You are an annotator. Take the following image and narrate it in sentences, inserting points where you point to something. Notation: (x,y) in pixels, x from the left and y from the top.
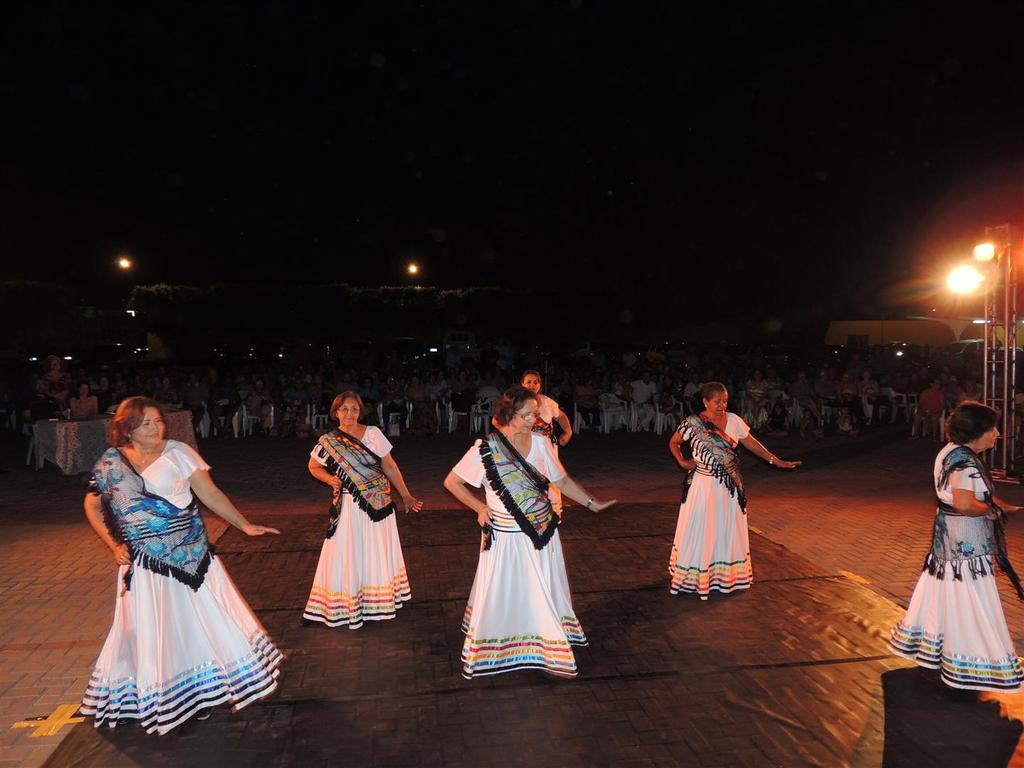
Here we can see few persons (533,642) are dancing on the floor (452,653). Here we can see crowd (591,419), table (70,442), poles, and lights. There is a dark background (812,226).
